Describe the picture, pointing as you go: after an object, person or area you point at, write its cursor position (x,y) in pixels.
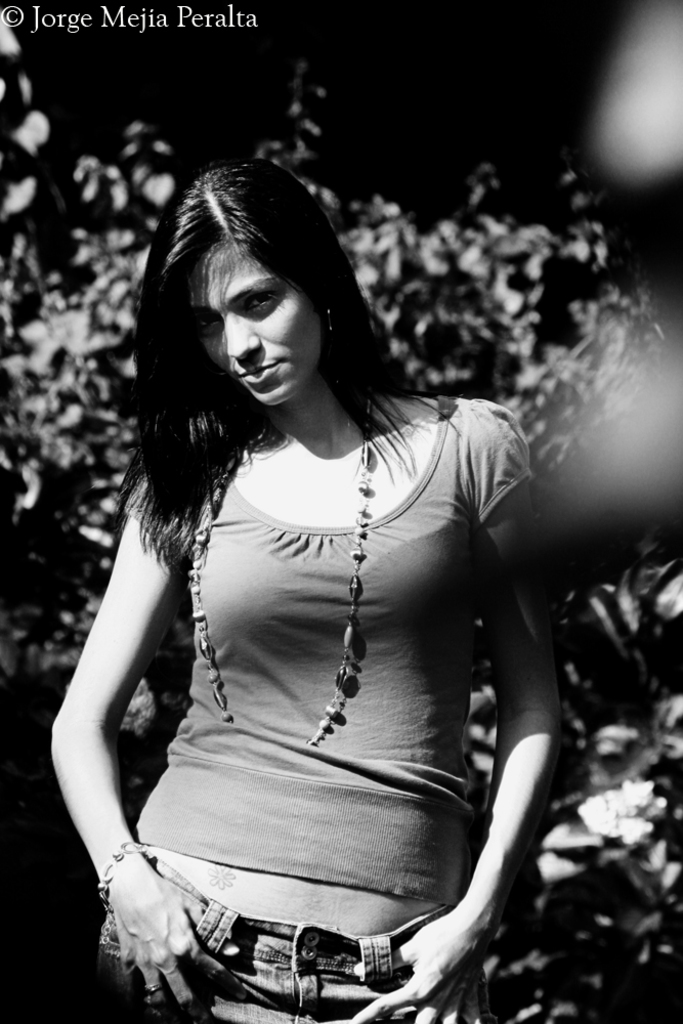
In this image I can see a woman (316,511) standing and background (431,239) is very dark and I can see plants (478,242) and leaves (624,770).
